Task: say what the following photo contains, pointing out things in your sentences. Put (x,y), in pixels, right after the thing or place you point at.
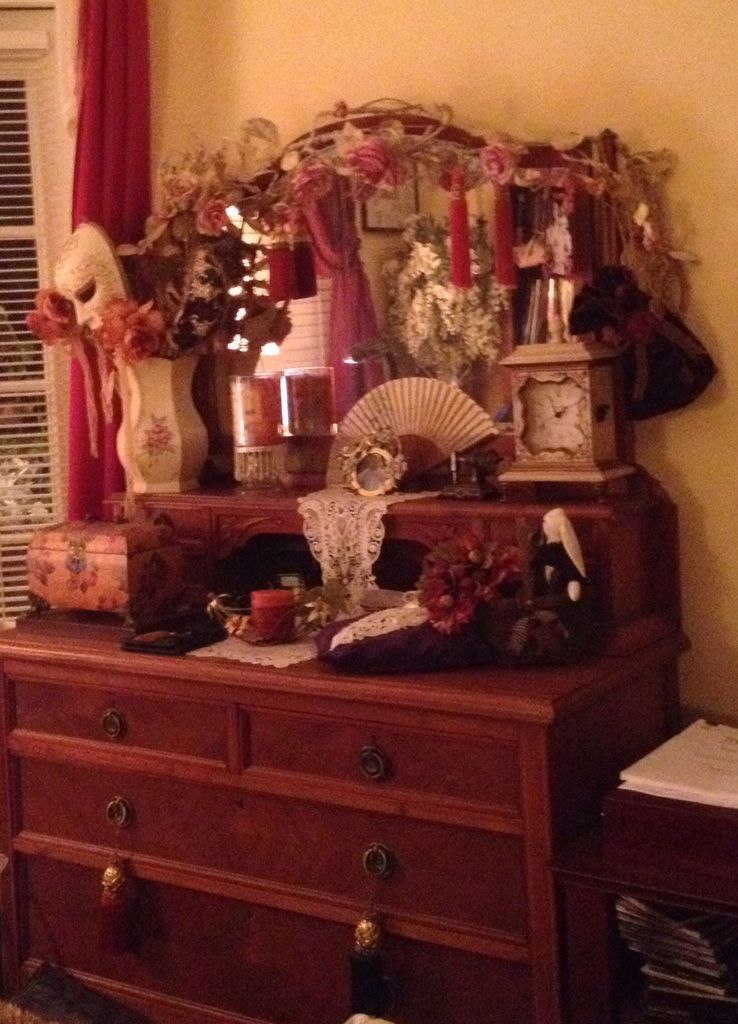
In this picture we can see table (297,753) with cupboards (217,808) and racks (536,507) with flower pot (170,383), vase (167,416), hand fan (375,410), bottle (252,591) and some items (254,607) and in background (345,49) we can see wall (639,69), curtain (108,126), window (9,368).
